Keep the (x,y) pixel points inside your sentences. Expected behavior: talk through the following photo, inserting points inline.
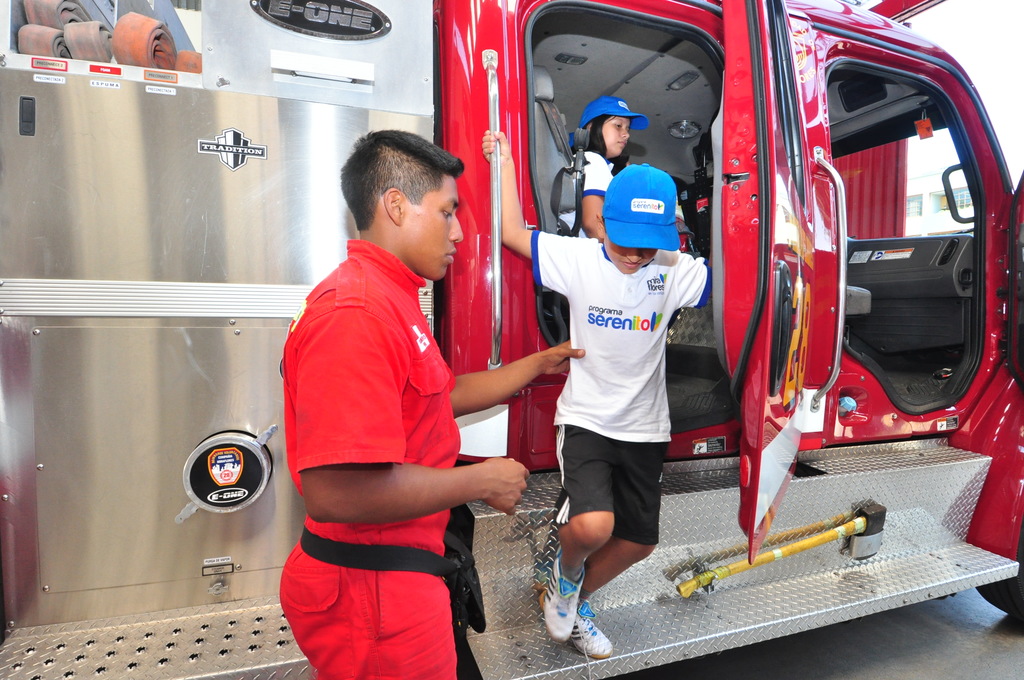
In this image, there is a red color fire truck (1005,368), there is a kid (607,283) coming out from the fire truck (169,679), in the left side (340,517) there is a man (365,505) standing and holding a kid (581,411), there is a kid (613,104) sitting in the fire truck (637,133).
